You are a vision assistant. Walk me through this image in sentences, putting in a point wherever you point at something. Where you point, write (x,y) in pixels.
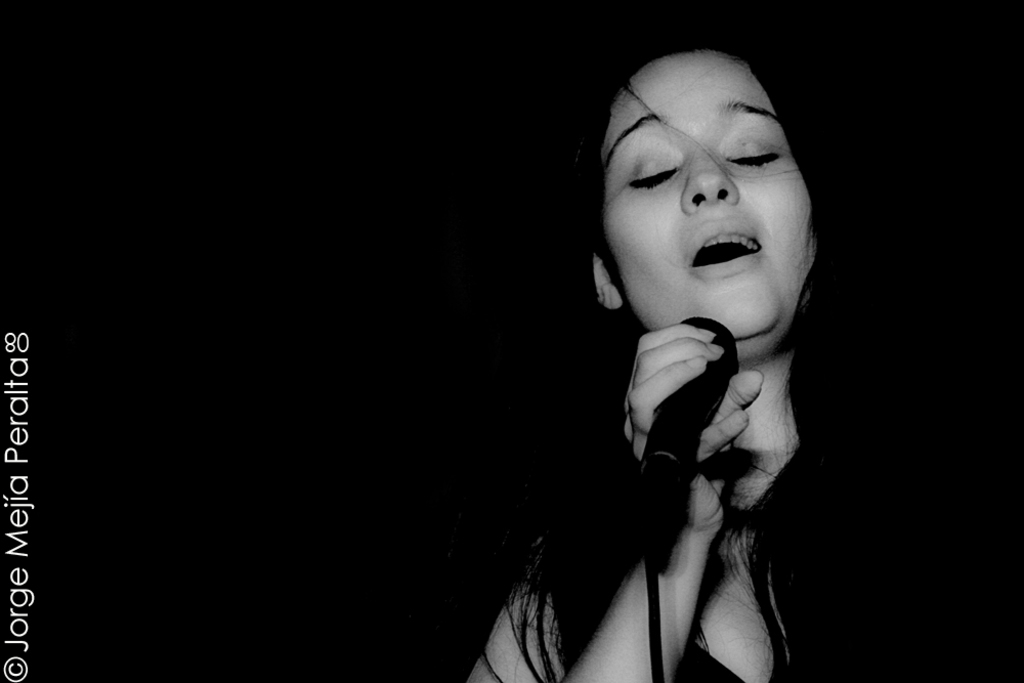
In this picture, In the right side (710,315) there is a girl (800,208) standing and she is holding a microphone (675,443) which is in black color she is singing in the microphone (673,422).
